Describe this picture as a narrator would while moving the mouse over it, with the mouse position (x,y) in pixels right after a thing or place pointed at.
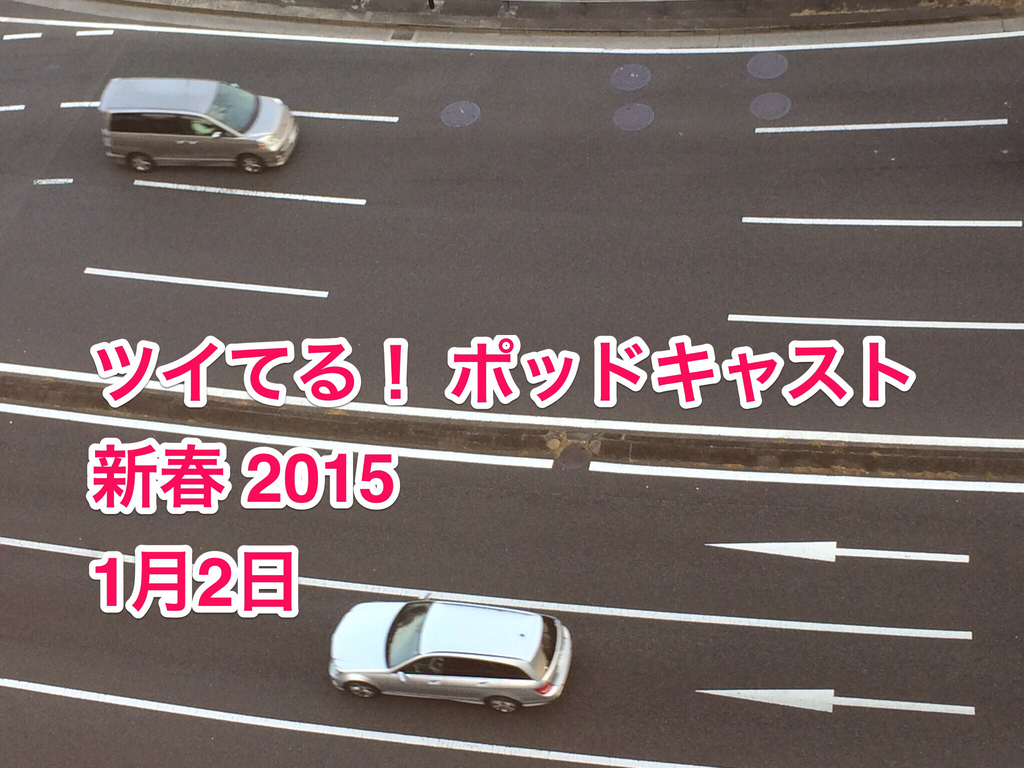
In this image there are two vehicles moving in an opposite direction on a road (533,419), in the foreground of the image (272,421) there is some text (286,575).
